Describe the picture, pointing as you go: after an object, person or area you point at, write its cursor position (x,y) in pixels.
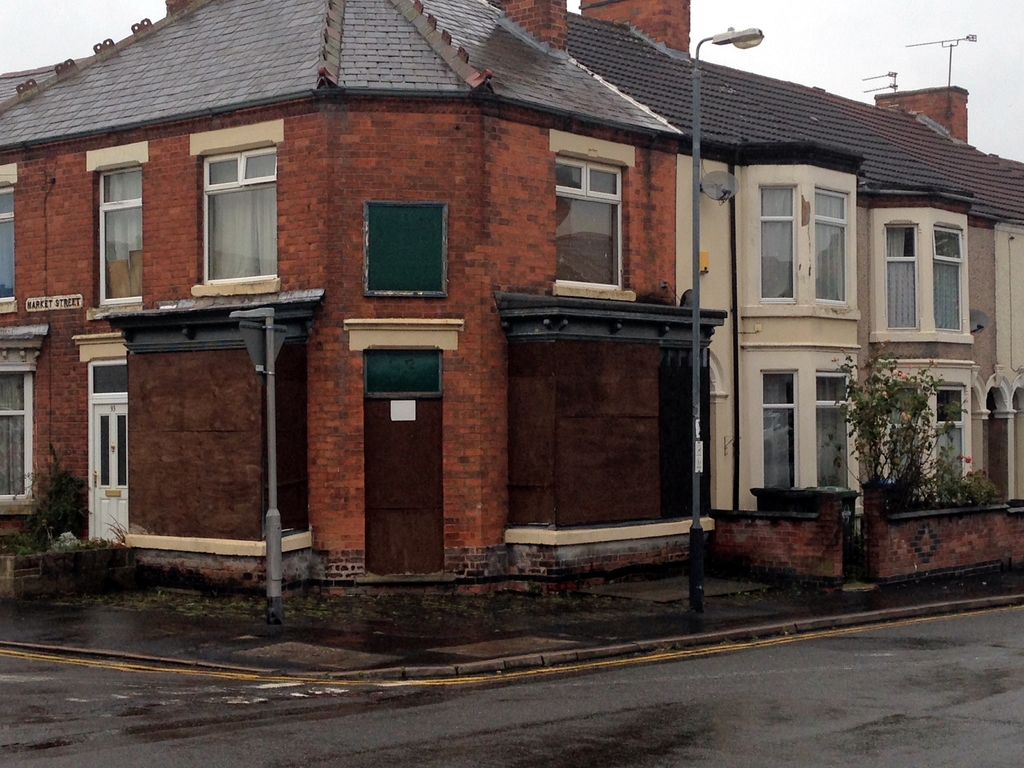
In the center of the image (611,355), we can see buildings (592,145) and poles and we can see some plants (928,483) and at the bottom (626,692), there is road (653,695).
